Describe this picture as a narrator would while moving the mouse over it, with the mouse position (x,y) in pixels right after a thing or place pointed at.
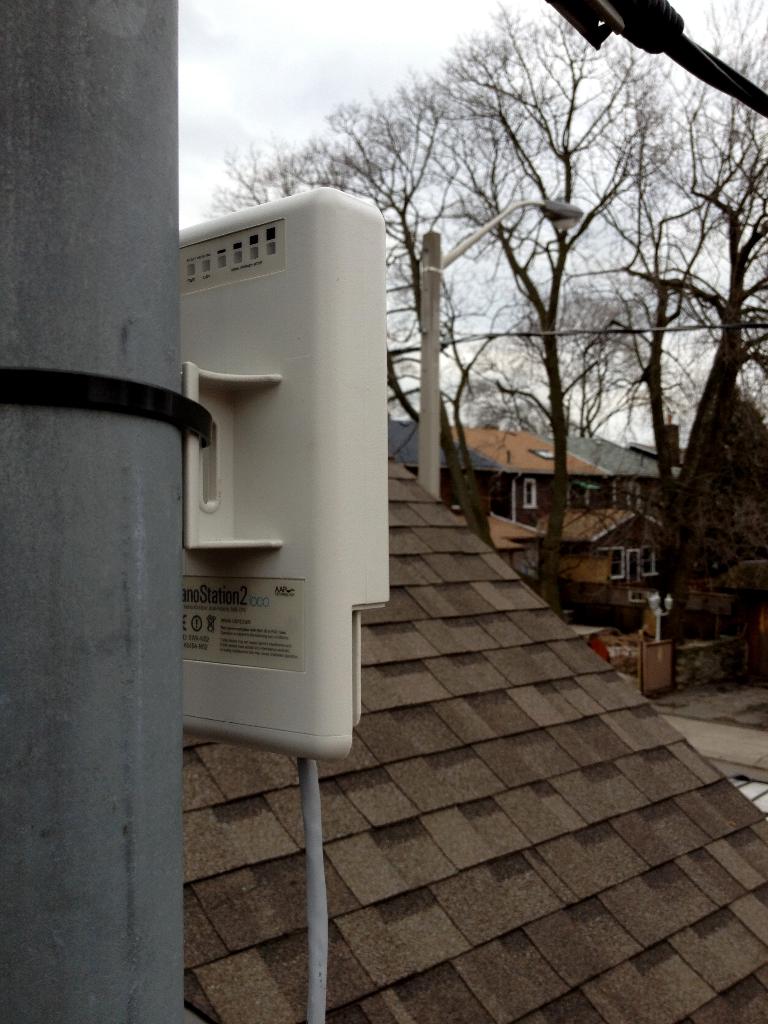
In this picture I can see a pole (128,184) in front (143,264) and I can see a white color thing (280,382) attached to it and I can see the roof (421,513) of a building (700,863). In the background (459,314) I can see few trees (504,229), a light pole (469,244), few buildings (516,446) and the sky (453,161). On the top right corner of this picture (665,6) I can see a black color thing (583,12).
